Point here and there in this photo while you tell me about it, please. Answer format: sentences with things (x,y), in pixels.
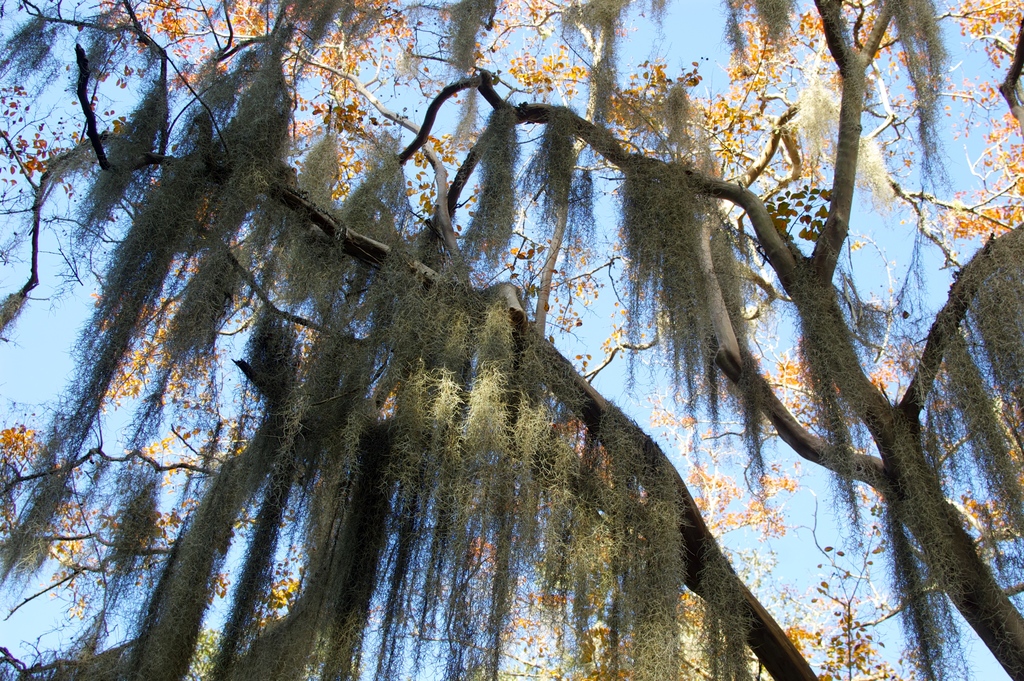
In this image I can see there are leaves (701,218) of the trees (475,483) and the sky (621,59).
